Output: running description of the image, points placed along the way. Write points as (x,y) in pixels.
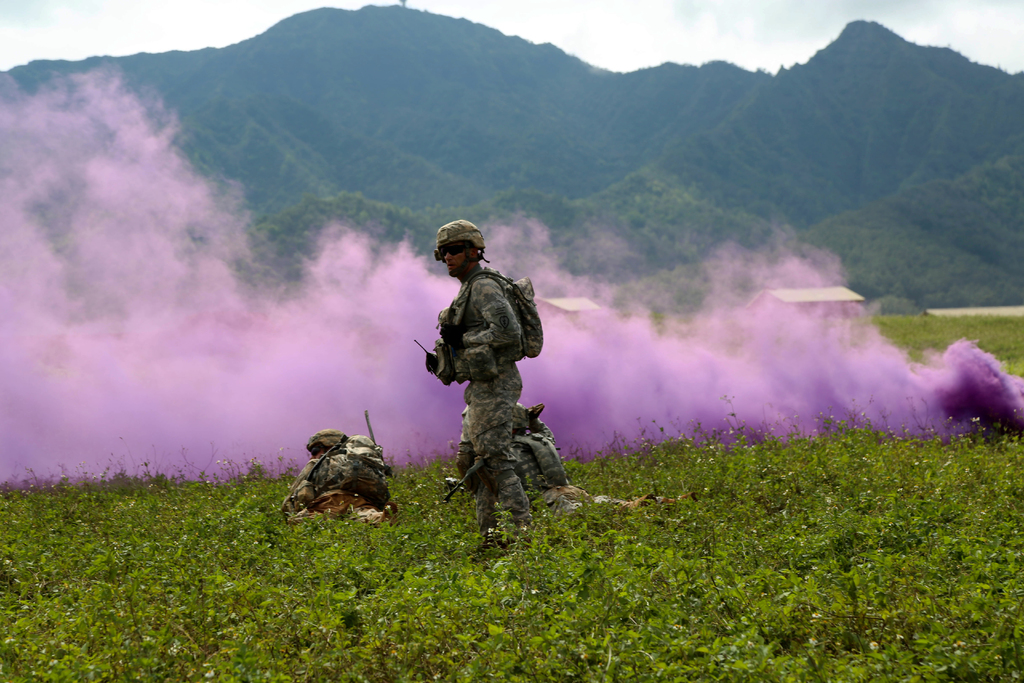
This image is taken outdoors. At the bottom of the image (263,575) there are a few plants (799,524). In the background (497,221) there are a few hills (477,139), trees (657,163) and plants (910,302). At the top of the image (70,15) there is a sky (719,13) with clouds (807,35). In the middle of the image (475,363) there is a smoke (299,344) and there are three people (498,453), two are sitting on the ground (565,512) and a man (464,366) is standing on the ground (531,545).
